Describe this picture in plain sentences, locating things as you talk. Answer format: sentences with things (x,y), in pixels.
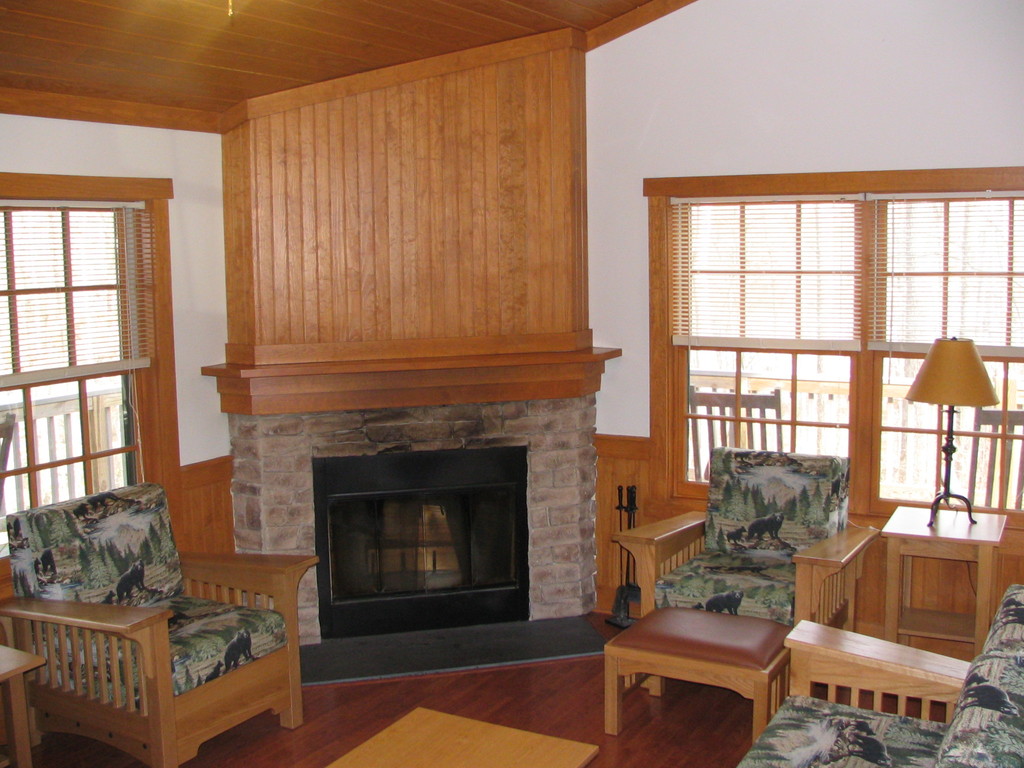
This is an inside view of a room (874,575). Here I can see a couch (808,658), table (910,534), chairs (652,585) are placed on the floor (318,728) and also there is a fireplace (411,455). On the right (823,346) and left side of the image (119,342) there are two windows (689,307) to the wall (739,95).
